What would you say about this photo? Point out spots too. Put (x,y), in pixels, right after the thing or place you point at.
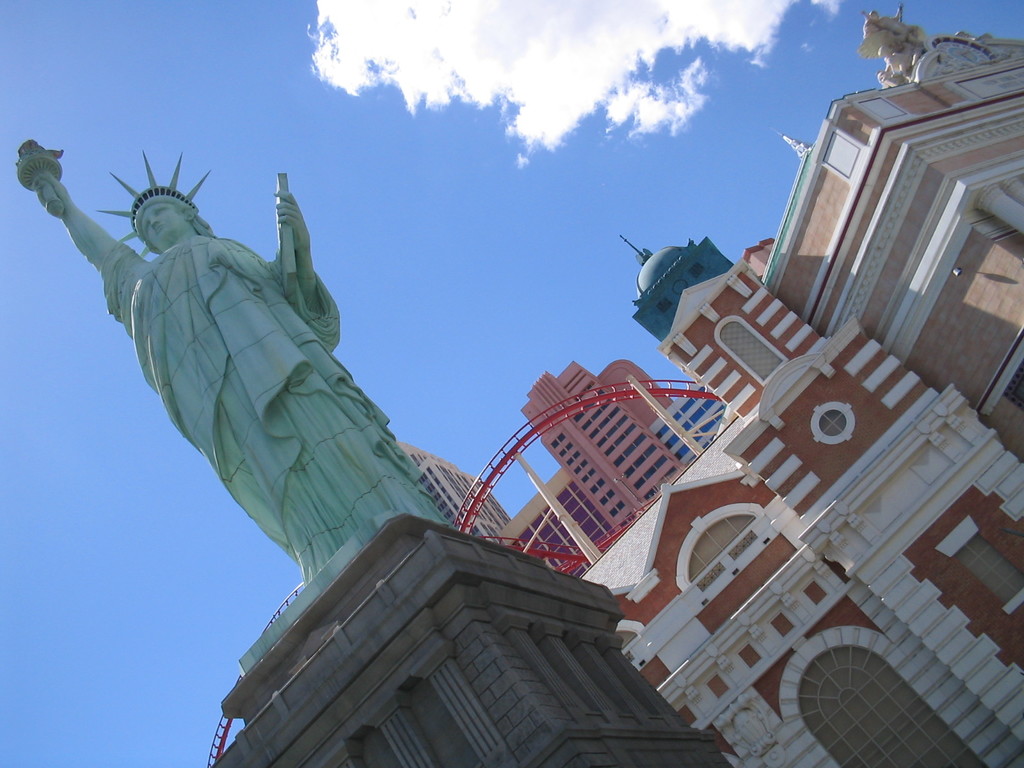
This is an outside view. On the left side (268,411) there is a statue (186,336) of a person (169,286) on the pillar (487,639). In the background (744,396), I can see few buildings (595,465). At the top of the image (385,231) I can see the sky (466,189) and clouds (485,76).
